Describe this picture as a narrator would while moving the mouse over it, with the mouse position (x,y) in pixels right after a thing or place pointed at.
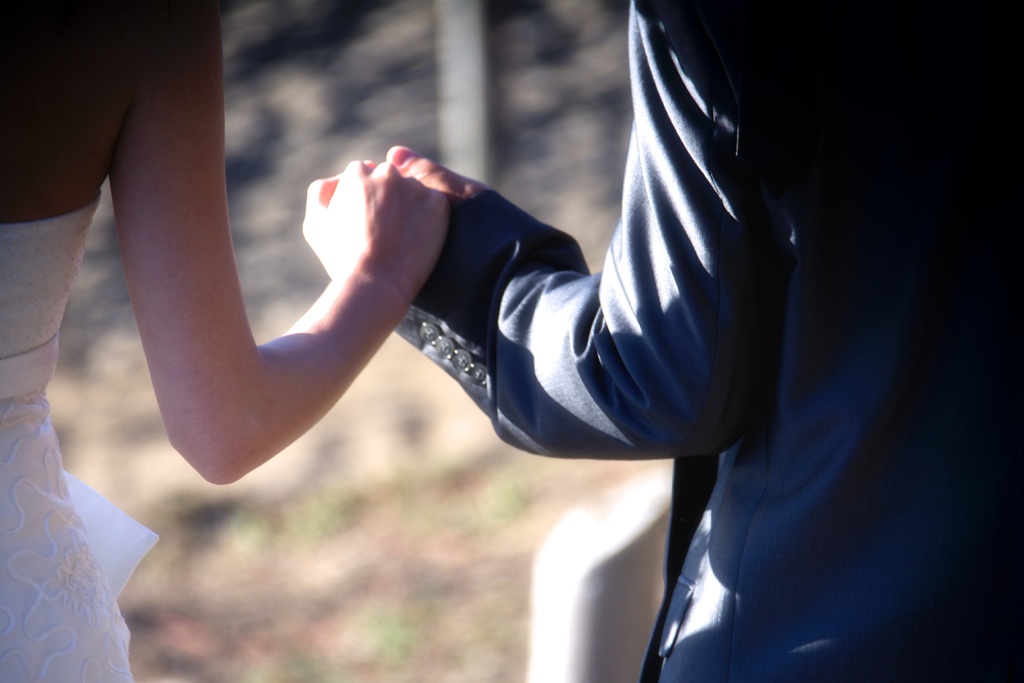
In this picture we can see people (328,297) and they are holding their hands (378,235).
